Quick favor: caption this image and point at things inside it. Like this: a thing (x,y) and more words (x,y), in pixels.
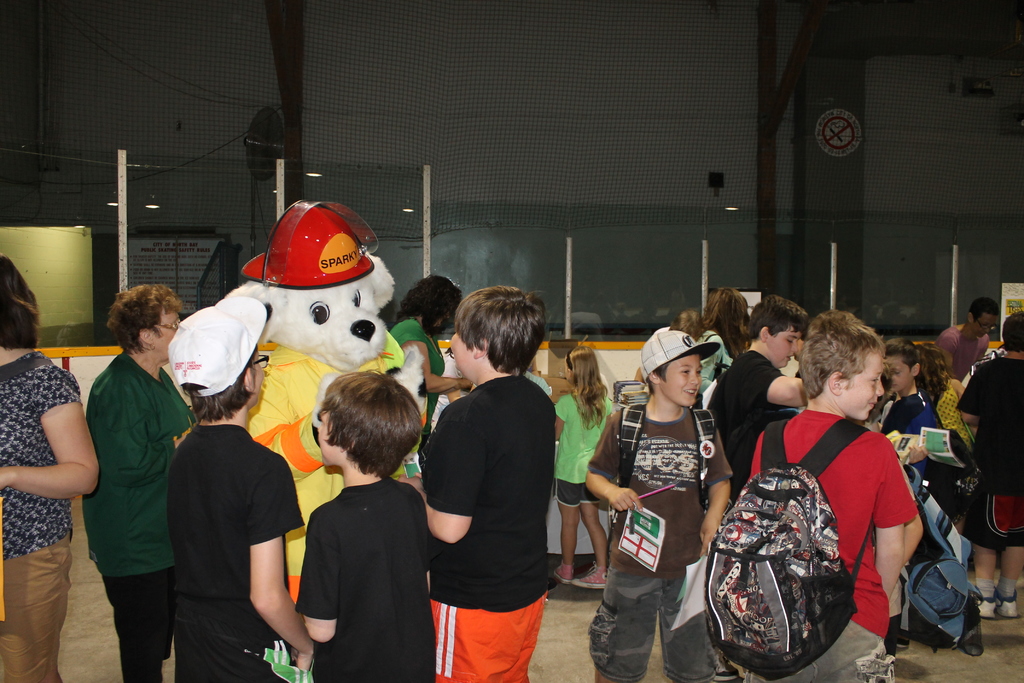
In this image we can see so many children (400,598) are standing and smiling. To the right side of the image (857,474) one child (853,507) is wearing red t-shirt (857,613) with brown pant (836,667) and he is holding black color bag (765,585). To the middle of the image (359,334) one man (299,258) wearing costume of an animal (311,365) and standing. Behind them one net (205,108) is there, behind the net (547,129) dark grey color wall (533,133) is present.
